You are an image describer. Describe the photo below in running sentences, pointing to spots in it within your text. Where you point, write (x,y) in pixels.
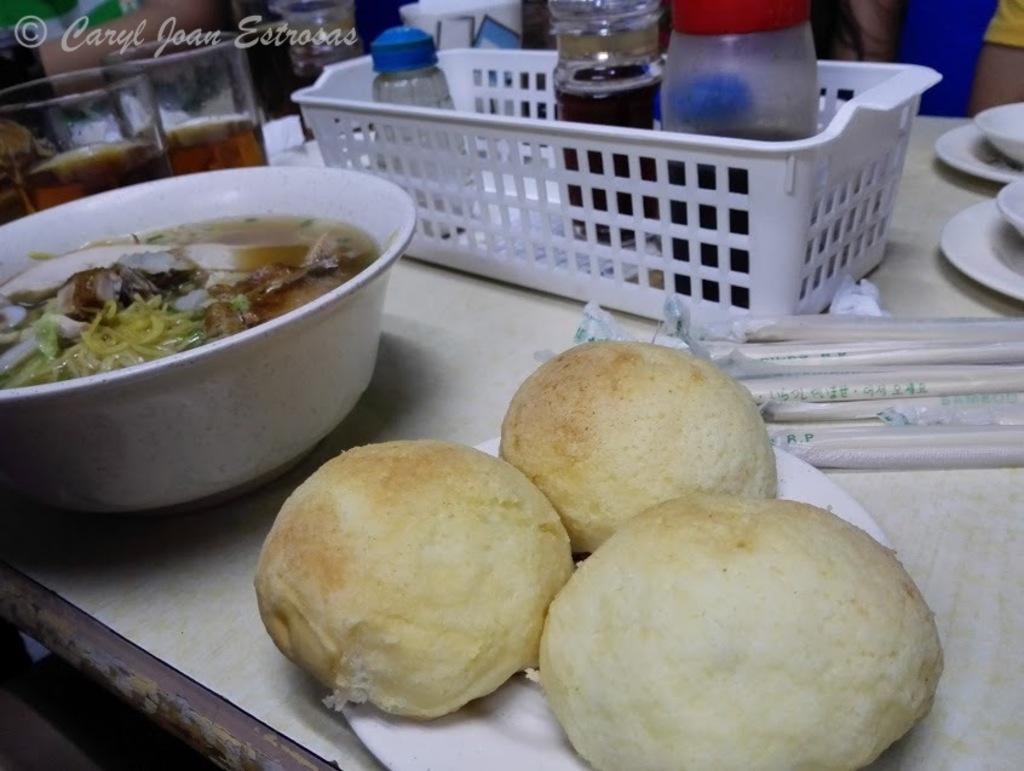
In this image there is a table (452,327). On the table (526,305) there are plates (980,251), bowls (264,211), glasses (224,114), bottles (570,8) and a basket (420,180). There is food (503,492) on the plates (469,757). There is soup (246,293) in the bowl (330,301). At the top (199,14) there are the hands (190,19) of the people (840,49). In the top left (147,41) there is text (170,37) on the image.
